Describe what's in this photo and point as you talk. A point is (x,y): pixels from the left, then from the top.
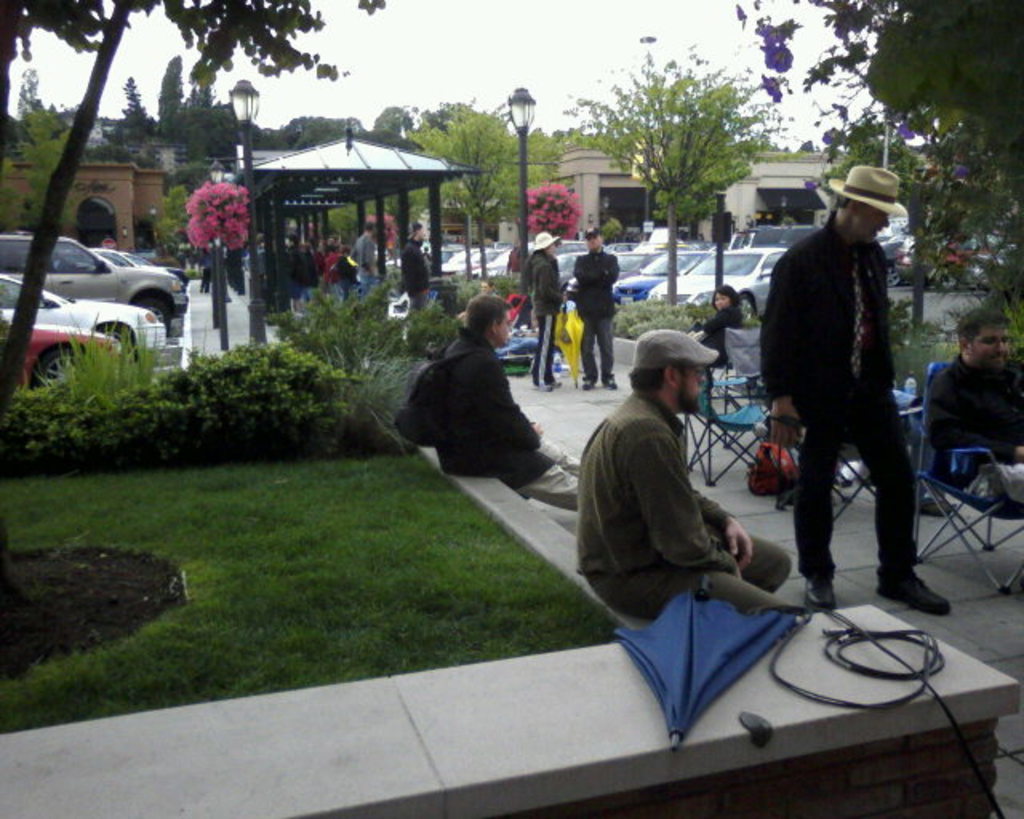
In the foreground of this image (678,597), there are two men (534,464) sitting on the stone surface (545,693) and also we can see an umbrella (716,666) and a cable (903,673). On the left (253,562), there is grass (201,536), a tree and few plants (307,379). On the right (977,413), there is a man (977,413) sitting on the chair (935,489), a man (835,332) standing, chairs (748,449) and few objects (772,464). In the background (494,281), there are trees (178,210), poles (213,247), people (510,272), shed (419,159), vehicles (96,260), building (802,184) and the sky (449,59).
